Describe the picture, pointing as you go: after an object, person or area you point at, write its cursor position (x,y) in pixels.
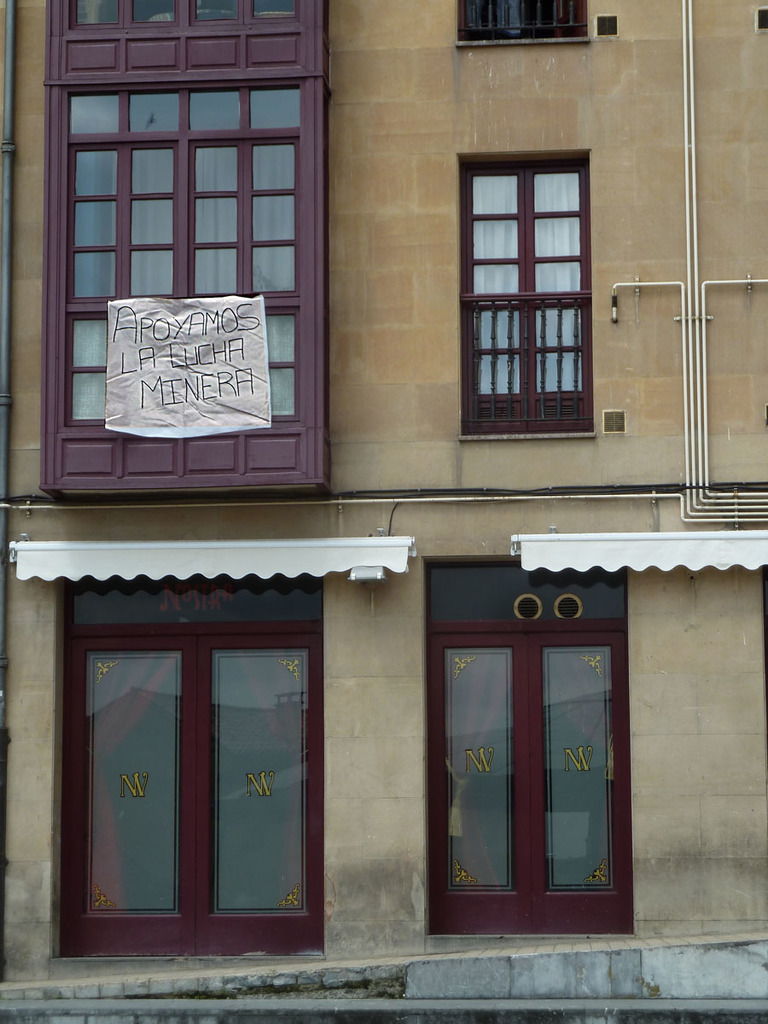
Building (644,94) with windows (513,226) and glass door (443,867). A banner (252,316) is on the building (488,295).
